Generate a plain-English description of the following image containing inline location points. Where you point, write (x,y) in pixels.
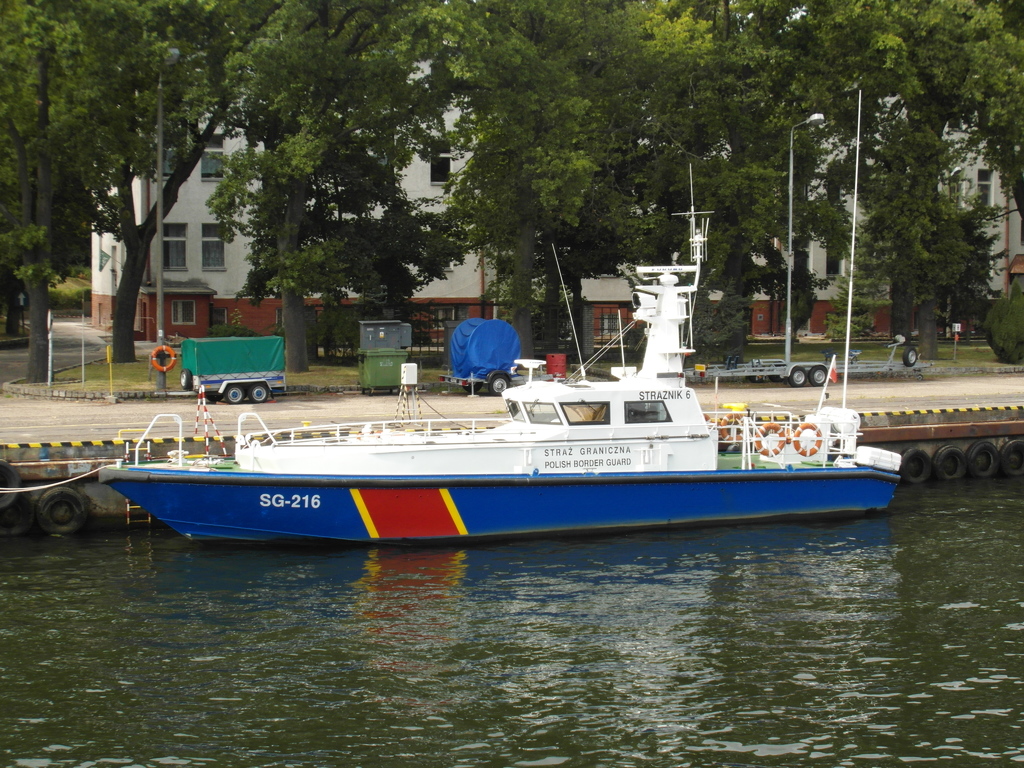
In this picture I can see a boat (360,454) in the water (475,643) and I can see trees (531,205) and few carts (214,367) and I can see buildings (438,327) in the back (177,222) and I can see few pole lights (960,170).
